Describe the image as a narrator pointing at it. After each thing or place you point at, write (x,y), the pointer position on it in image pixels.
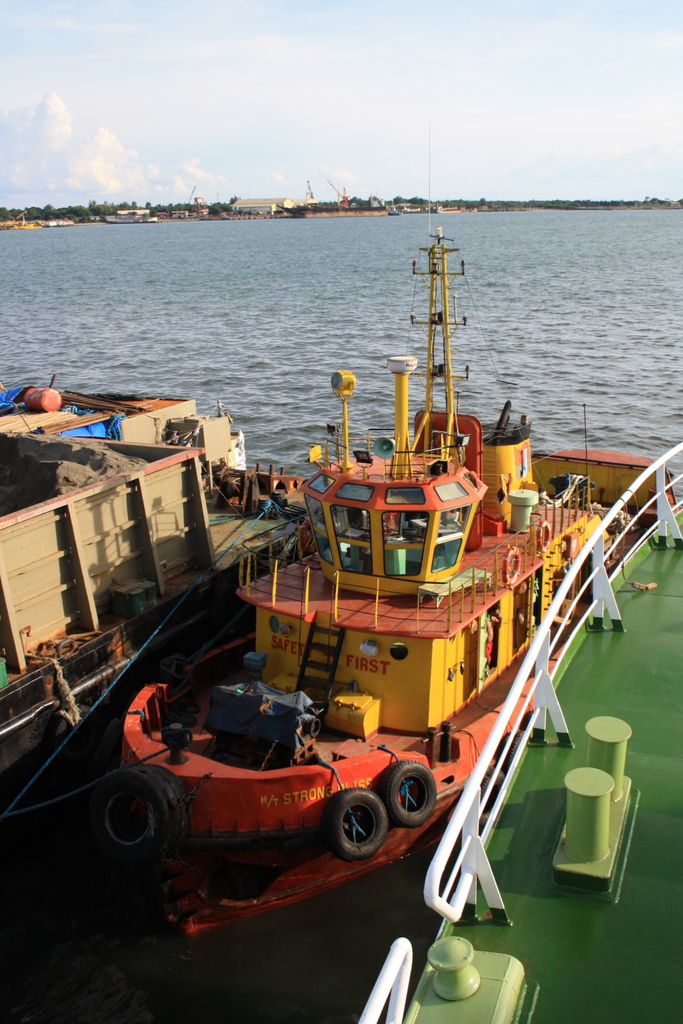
In this image I see boats (392,652) and I see something is written over here and I see few things (366,707) over here. In the background (24,327) I see the water (212,282) and i see the sky (258,141) which is clear and I see trees (93,214) over here.
